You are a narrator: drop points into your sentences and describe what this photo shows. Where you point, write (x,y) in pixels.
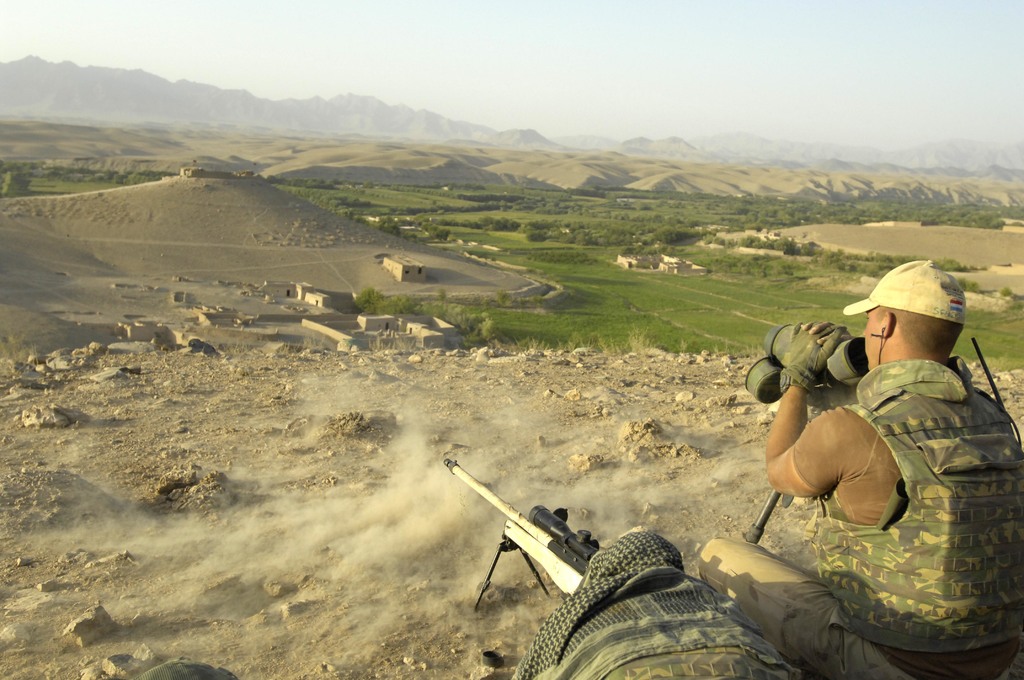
Here in this picture in the front (906,408) we can see a person (884,476) sitting and seeing through the binoculars (845,378) present in front of him, we can see he is wearing cap (932,303) on him and beside him we can see another person (673,602) laying with a gun (564,583) present on the ground (513,567) with the help of stand (487,581) over there and in the front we can see houses (358,335) present in the desert (316,269) over there and we can see some part of ground (605,291) is covered with grass (667,324) and we can see plants (643,245) and trees (620,214) present here and there and we can see mountains (776,175) present in the far over there.
